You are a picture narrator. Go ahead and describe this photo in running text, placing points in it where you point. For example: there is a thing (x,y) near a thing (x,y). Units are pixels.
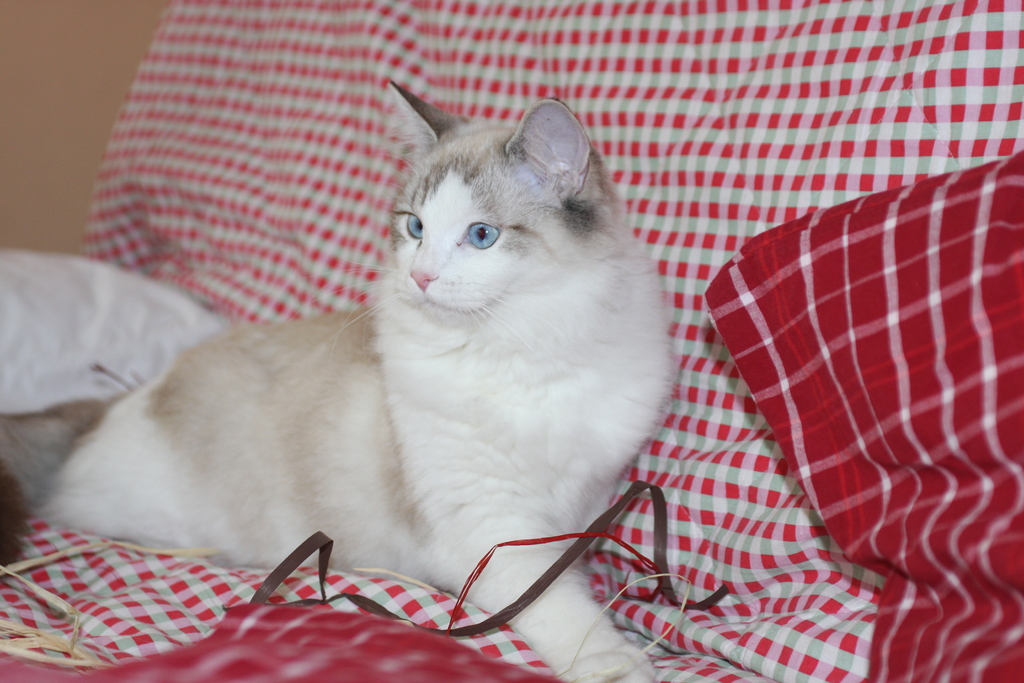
In this image there is a cat (319,425) sitting on the sofa (265,71) having cushions (391,675).
